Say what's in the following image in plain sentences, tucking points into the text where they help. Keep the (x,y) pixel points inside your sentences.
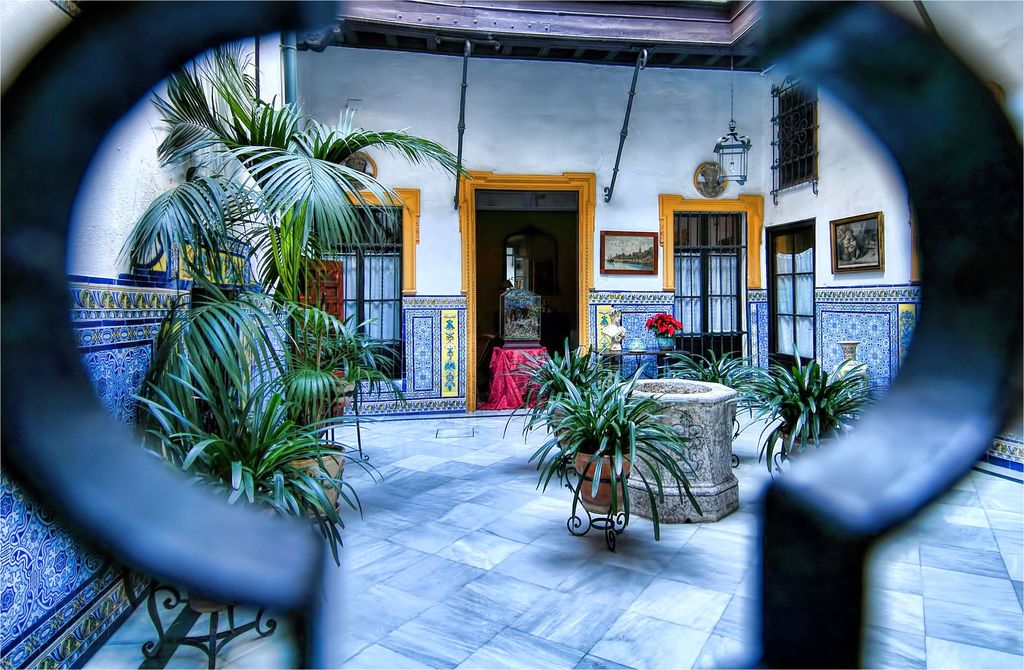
In this image we can see a house (426,296). There is door (468,271). There are windows (709,297). There are plants (610,404) at the center of the image (607,438). To the left side of the image (99,329) there is a wall (145,140). In the foreground of the image (302,653) there is a metal railing (262,577). At the bottom of the image (522,621) there is a floor (547,623).
